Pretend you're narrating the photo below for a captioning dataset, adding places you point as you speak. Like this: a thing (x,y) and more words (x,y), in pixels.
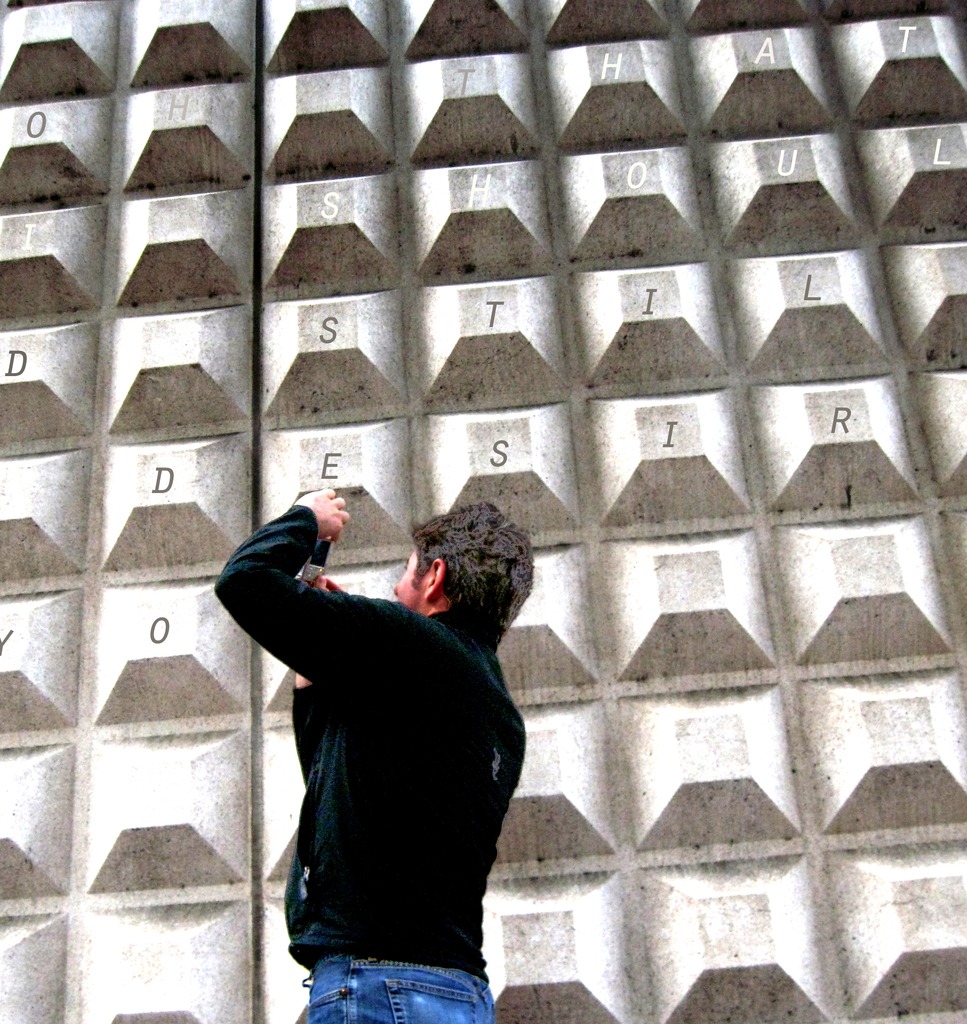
In the center of the image (434,650) there is a person (353,806) wearing a black color jacket (389,619). In the background of the image (360,539) there is a wall (167,264) with some text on it.
